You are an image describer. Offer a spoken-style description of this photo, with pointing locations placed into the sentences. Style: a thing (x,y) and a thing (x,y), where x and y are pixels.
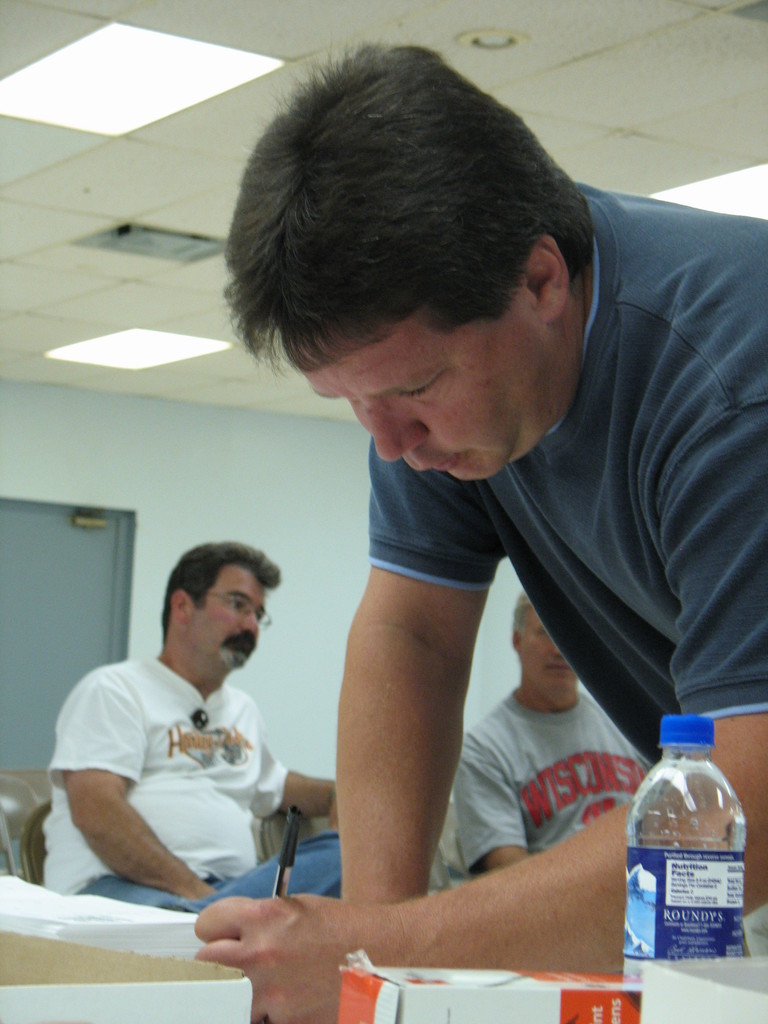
In this picture we can see a man (385,577) bending and holding a pen (278,898) and writing some thing in front of the table (163,910) on which there is a bottle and some things (190,957) and behind him that two people (251,585) sitting on the chair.
